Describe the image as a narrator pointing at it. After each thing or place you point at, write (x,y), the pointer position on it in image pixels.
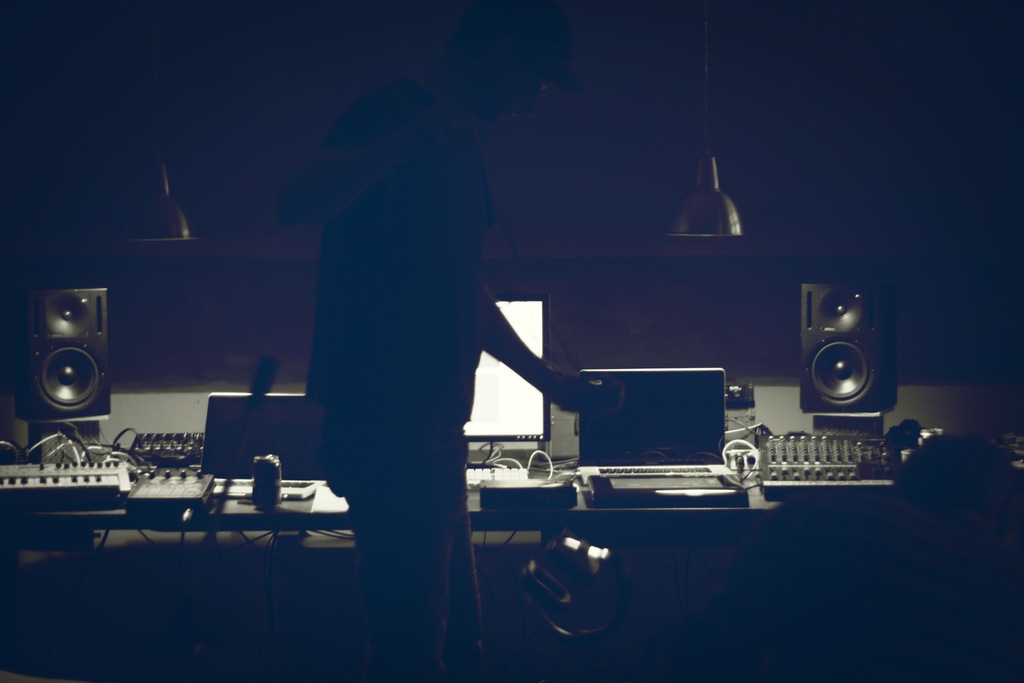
As we can see in the image there is a person (396,351), lights (155,220) and a table (309,511). On table (725,534) there are laptops (250,420), keyboard (39,478), sound box (96,387) and a tin (261,479).
